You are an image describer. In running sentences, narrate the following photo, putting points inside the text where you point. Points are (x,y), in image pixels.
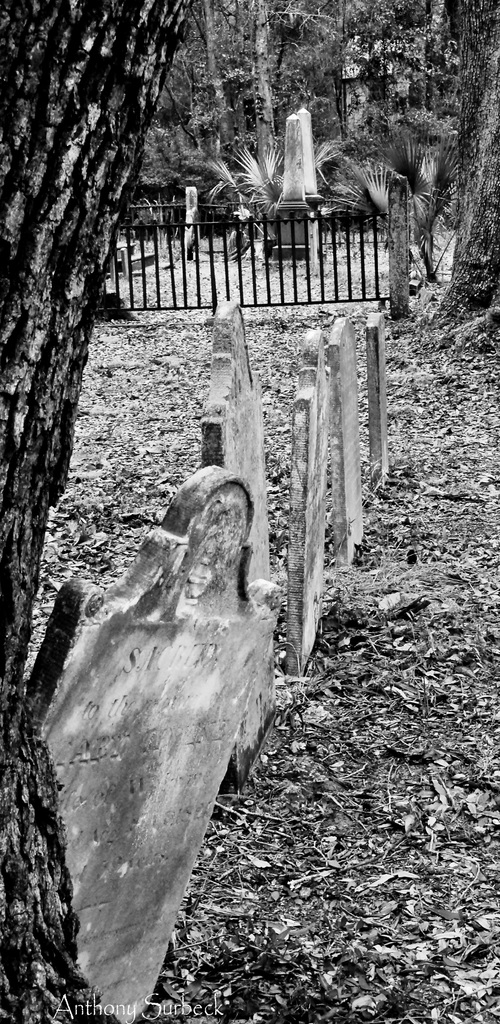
In this picture we can see black and white photo of the graveyard (182,663). In the front (222,543) we can see some grave stones (260,485). Behind there is a black fencing grill (224,222). In the background (314,117) we can see some trees (363,69).
